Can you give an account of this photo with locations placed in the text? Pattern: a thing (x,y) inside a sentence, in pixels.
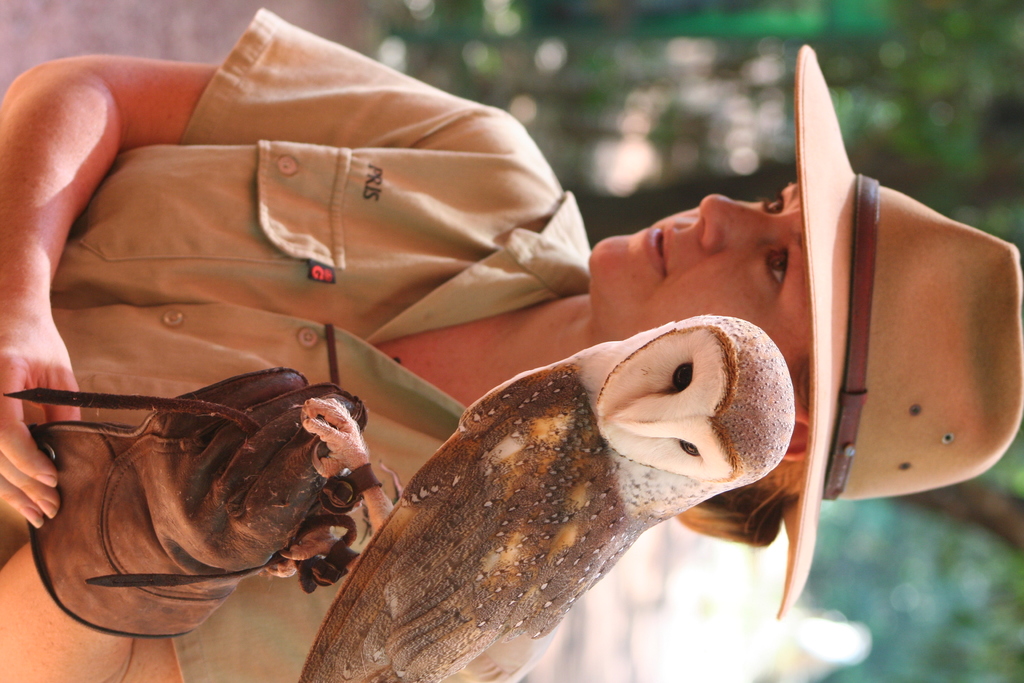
In this image we can see a woman (378,298) standing and holding a bird (492,547) in her hands (277,465).
